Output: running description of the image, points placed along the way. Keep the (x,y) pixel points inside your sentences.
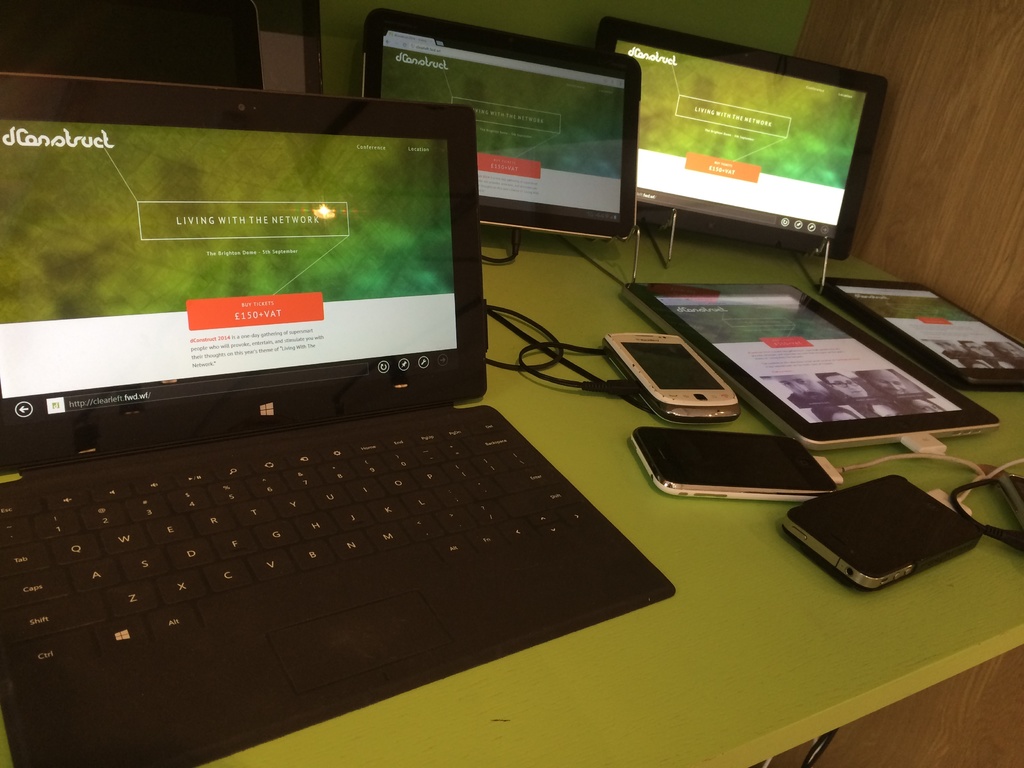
In the picture there is a table (856,272) and on the table (353,741) there are laptops (390,419) and mobile phones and other gadgets (786,346).
